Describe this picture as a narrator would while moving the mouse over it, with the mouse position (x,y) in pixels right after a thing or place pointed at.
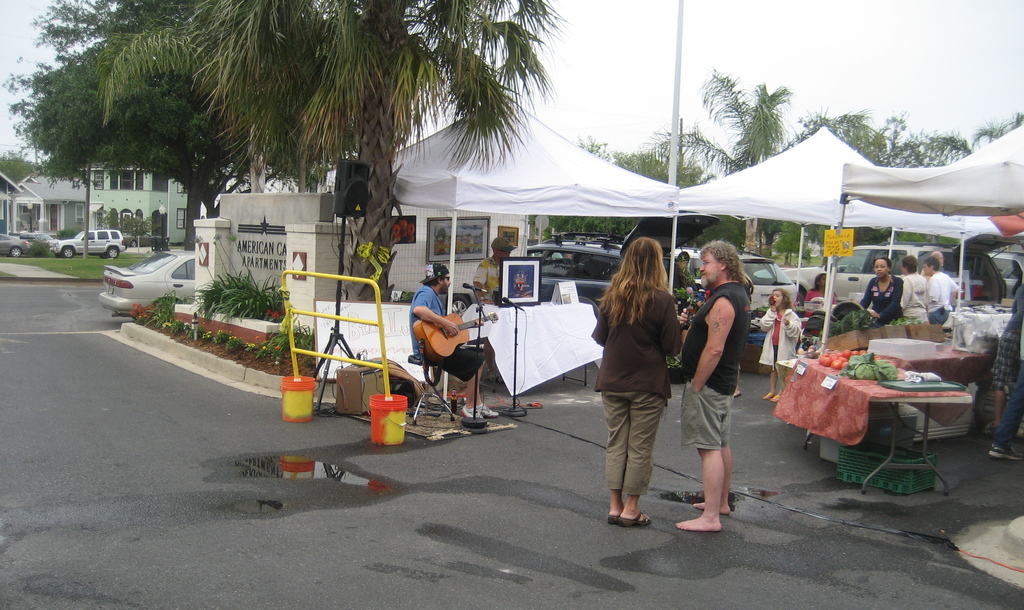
This image is clicked outside. To the left (29,235), there are buildings (119,209) and cars (80,247). At the top (319,74) there are trees (258,41). In the background (460,207), there are tents (927,198) and table (889,382) on which vegetables (865,369) are kept. In the front (620,365), there are two people (661,359) standing. The man (694,356) is wearing black shirt (696,334). To the left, the man (415,306) playing guitar (440,338) is wearing blue shirt (438,307).
